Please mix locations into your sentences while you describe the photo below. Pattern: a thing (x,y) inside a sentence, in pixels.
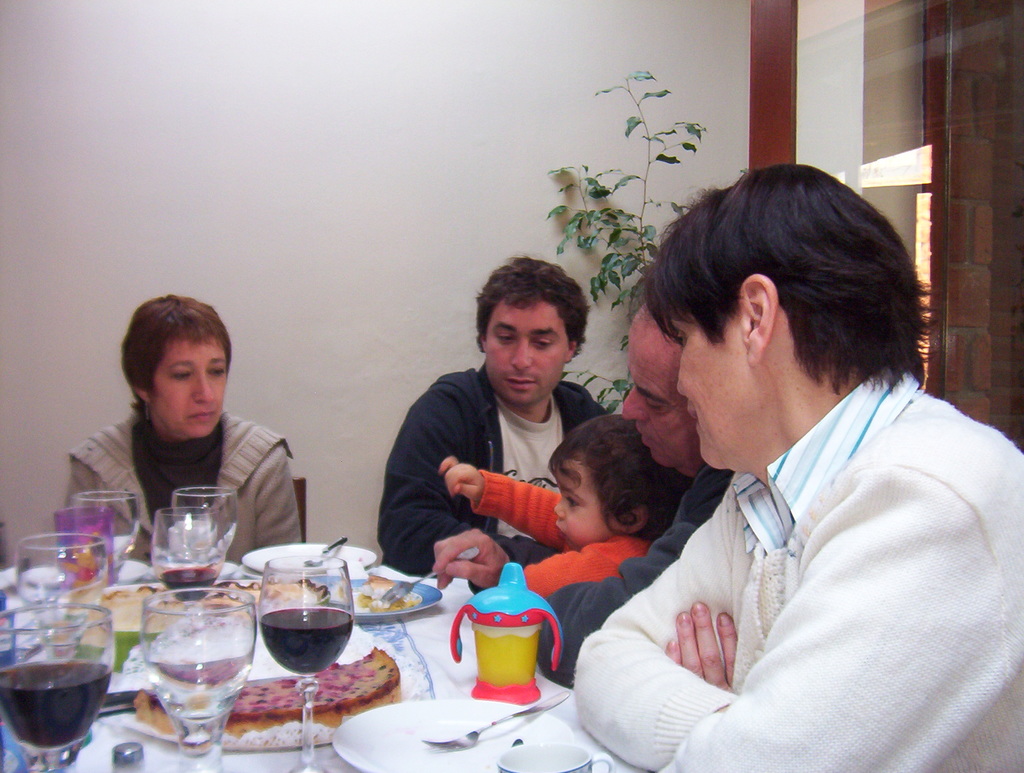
In this image, we can see a group of people (594,442) wearing clothes (240,445) and sitting in front of the table (446,618). This table (445,667) contains glasses (268,596) and plates (373,730). There is a plant (631,292) in front of the wall (486,200).
